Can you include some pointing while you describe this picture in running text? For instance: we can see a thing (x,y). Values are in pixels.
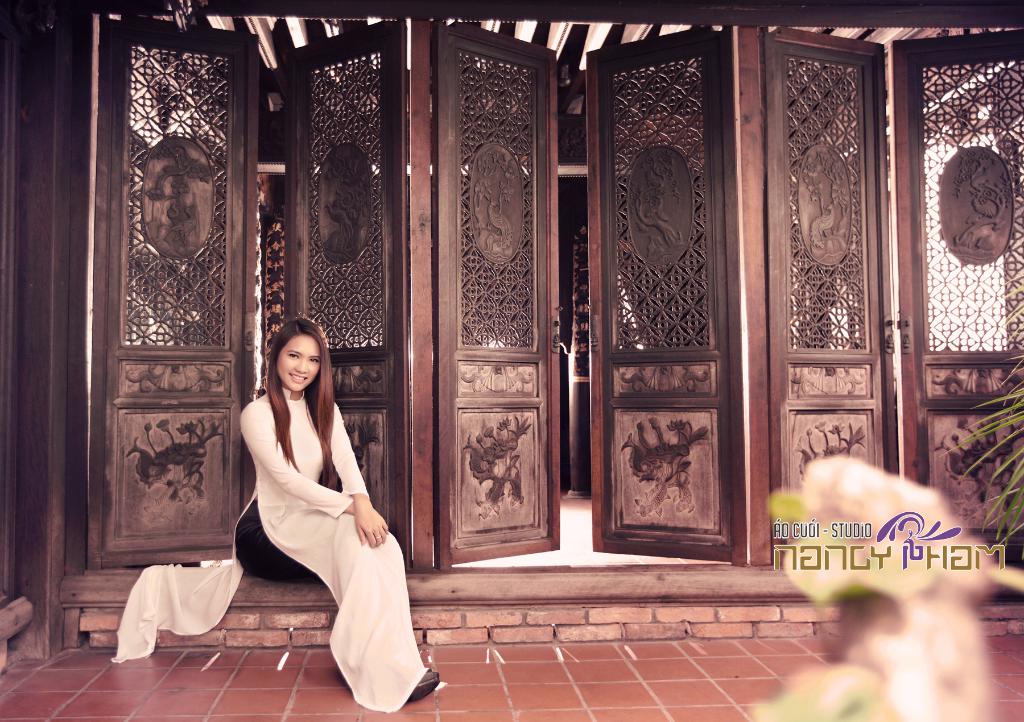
In this image we can see a woman (264,565) on the left side (310,340) and she is smiling. Here we can see the wooden doors (492,240). Here we can see the carving design (136,186) on the wooden doors (620,189). Here we can see the green grass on the right side (973,449).
